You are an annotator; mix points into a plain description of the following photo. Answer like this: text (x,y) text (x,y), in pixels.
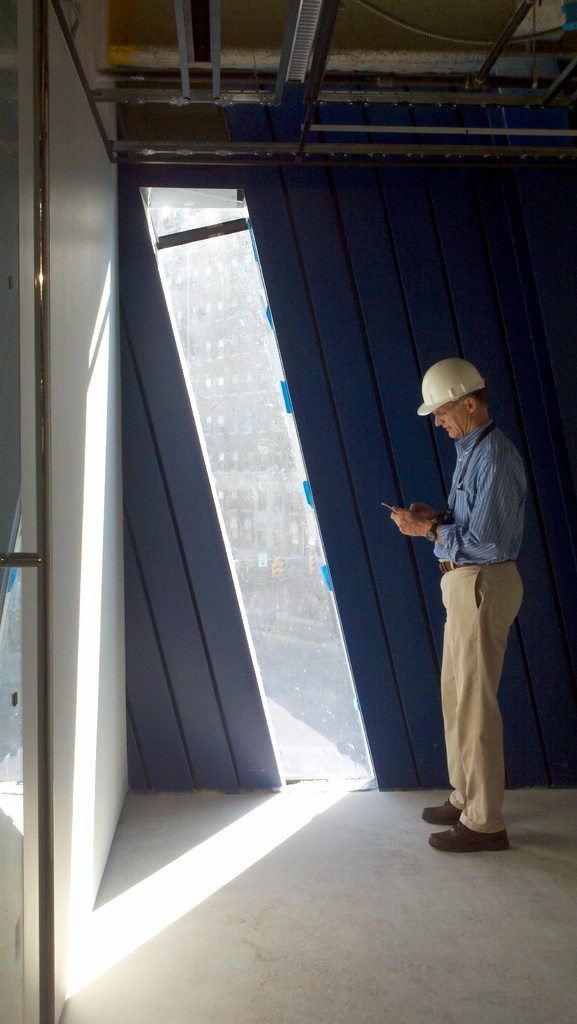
The picture is taken inside a room (543,814). On the left (23,30) there is a door (25,327) and wall (104,448). At the top (317,87) there are pipes (215,10) and ceiling (262,19). On the right of the picture (449,539) there is a person (512,458) standing. In the background (384,323) there is a wall (269,256) and window (234,438).
